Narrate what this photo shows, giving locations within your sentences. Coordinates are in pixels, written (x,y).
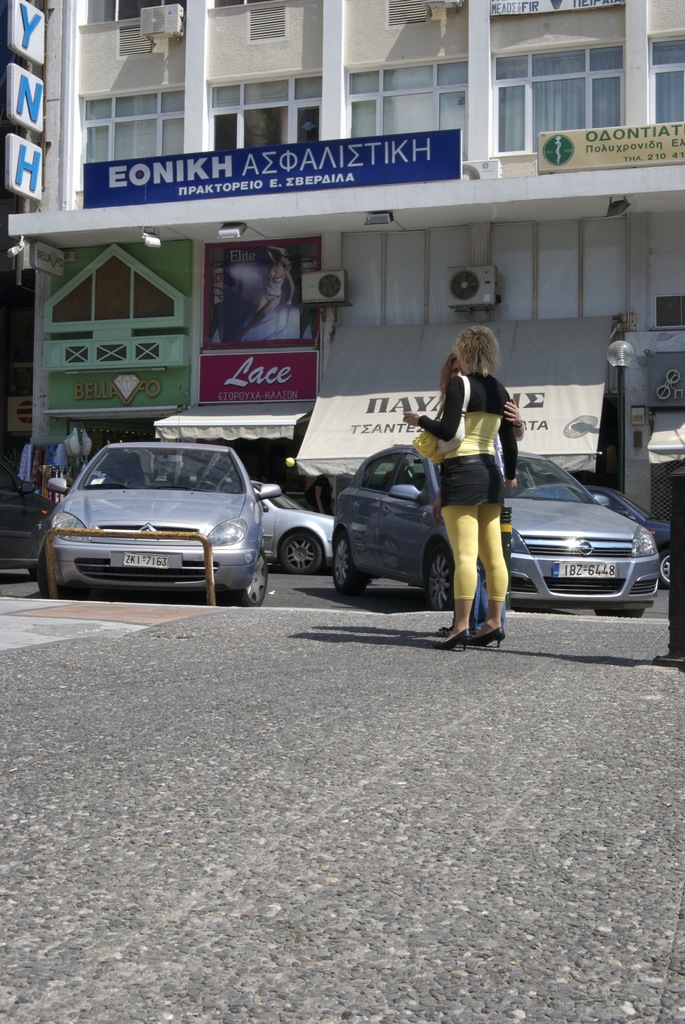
This picture is taken on the road (289,586). In the center (324,521), there are cars (344,591) which are different colors. Before the car (434,501), there is a woman (470,385) wearing a black and yellow dress (484,420) and she is wearing a bag (452,452). On the top (307,149), there are buildings (559,253) with windows (403,86) and boards (409,138). On the boards (378,171), there is some text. At the bottom (362,820), there is a road (168,884).
